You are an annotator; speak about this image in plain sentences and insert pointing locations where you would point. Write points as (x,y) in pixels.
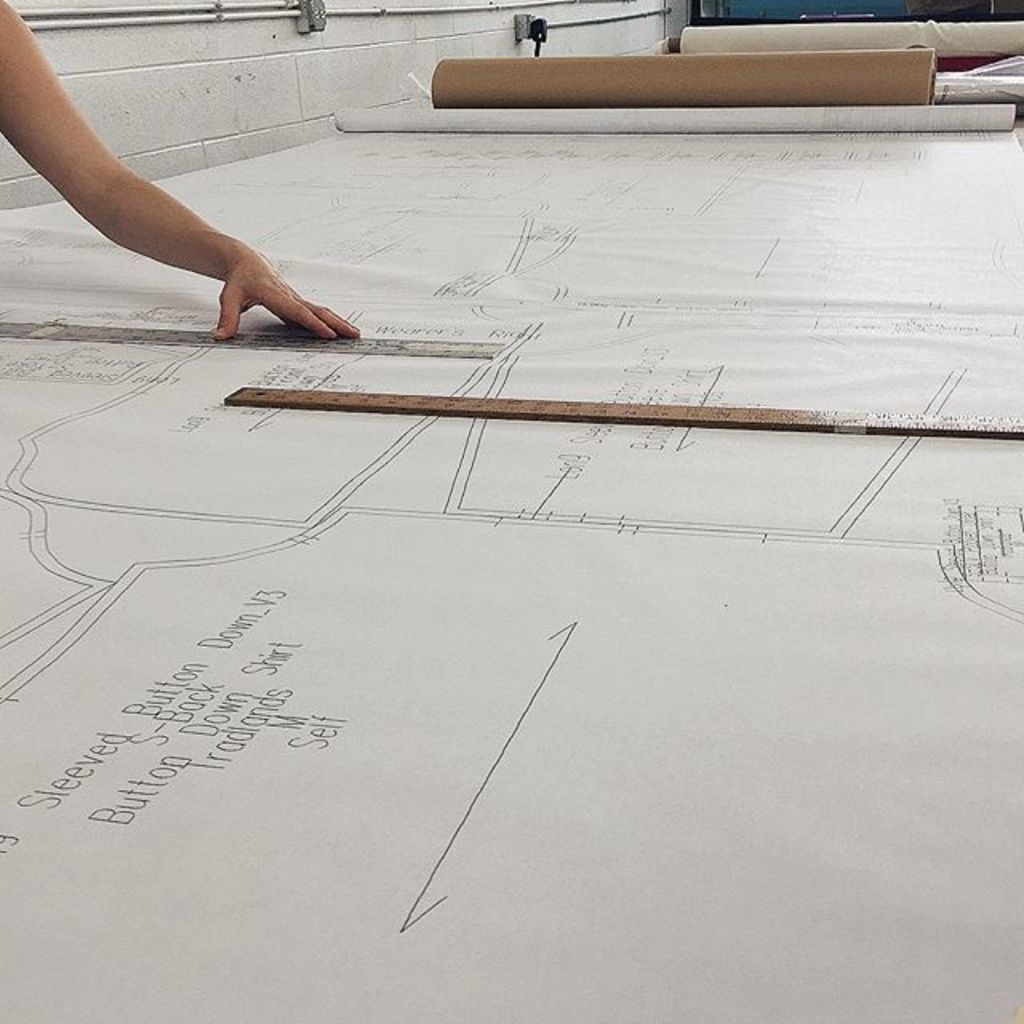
In this image there are charts (831,197). On the charts (273,497) there are drawings (495,472) and text (196,693). There are wooden scales (426,405) on the chart (379,372). To the left (291,319) there is a hand (248,265) of a person (280,277). At the top (335,65) there is a wall (421,46). There are pipes (432,10) on the wall (235,27).
